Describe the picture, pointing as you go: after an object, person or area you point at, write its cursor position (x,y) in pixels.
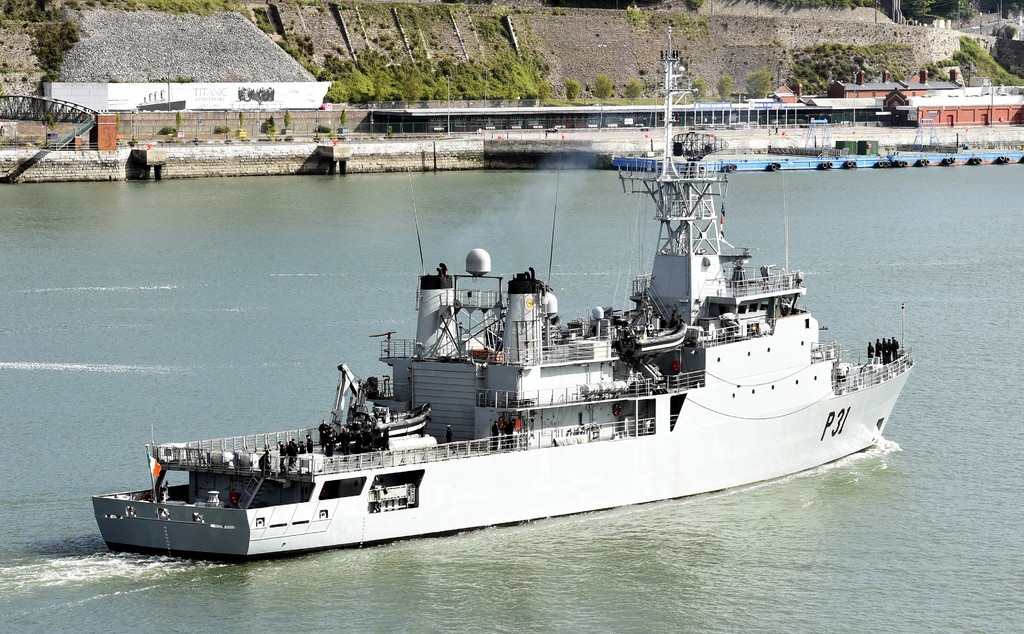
In this image we can see there is a ship (663,253) on the water (635,205). And at the back (874,103) there is a building (824,96), wall (849,41), fence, grass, trees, pole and a shed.
